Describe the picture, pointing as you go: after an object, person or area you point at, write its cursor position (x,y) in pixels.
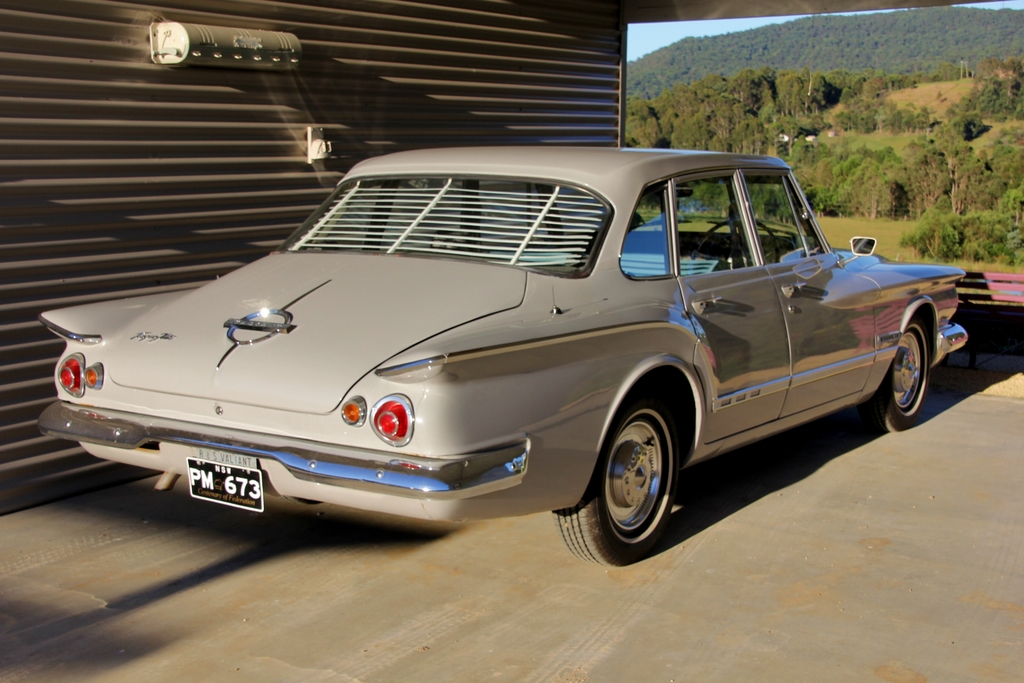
In this image we can see car (327,238) on the surface (465,604) and there is an object (206,38) on the shutter (149,142). In the background (831,109) we can see trees (865,106), mountain (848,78), objects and sky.
